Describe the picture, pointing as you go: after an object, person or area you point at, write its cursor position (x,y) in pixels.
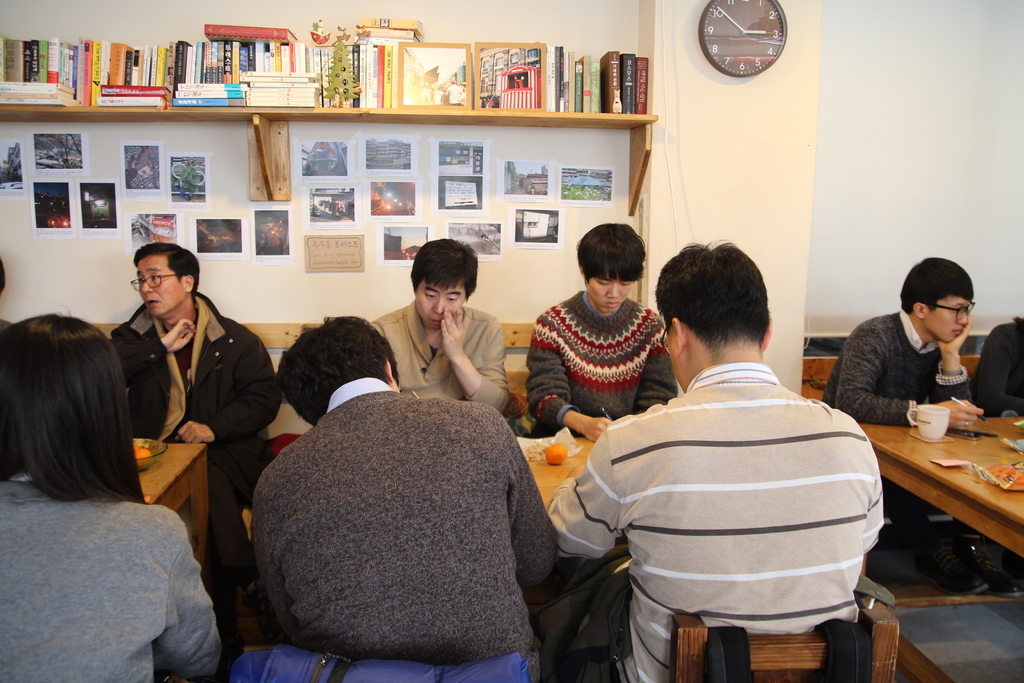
This picture is taken in the room (591,505), There are some table (937,504) in yellow color on that table (924,459) there are some food items (990,479) and there is a cup (929,430) in white color, There are some people (269,385) sitting on the chairs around the tables (934,446), In the background (658,159) there is a wall (706,154) in yellow color, There is a clock (755,54) in black color, There are some books (627,89) kept on the rack (644,139) made of wood (331,109), There are pictures (413,201) pasted on the wall (157,205).
